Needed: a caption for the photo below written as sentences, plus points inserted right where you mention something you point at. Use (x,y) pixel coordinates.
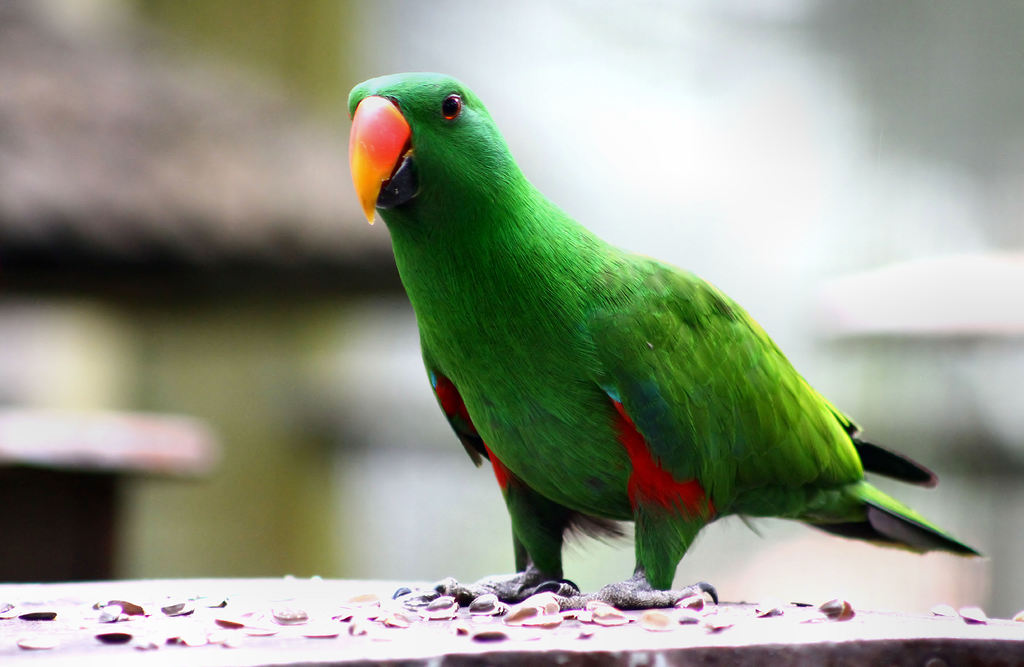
In this image we can see a parrot (529,556) on an object (403,584) and there are some items (142,610) on it. In the background (957,178) the image is blur but we can see objects (370,239).
